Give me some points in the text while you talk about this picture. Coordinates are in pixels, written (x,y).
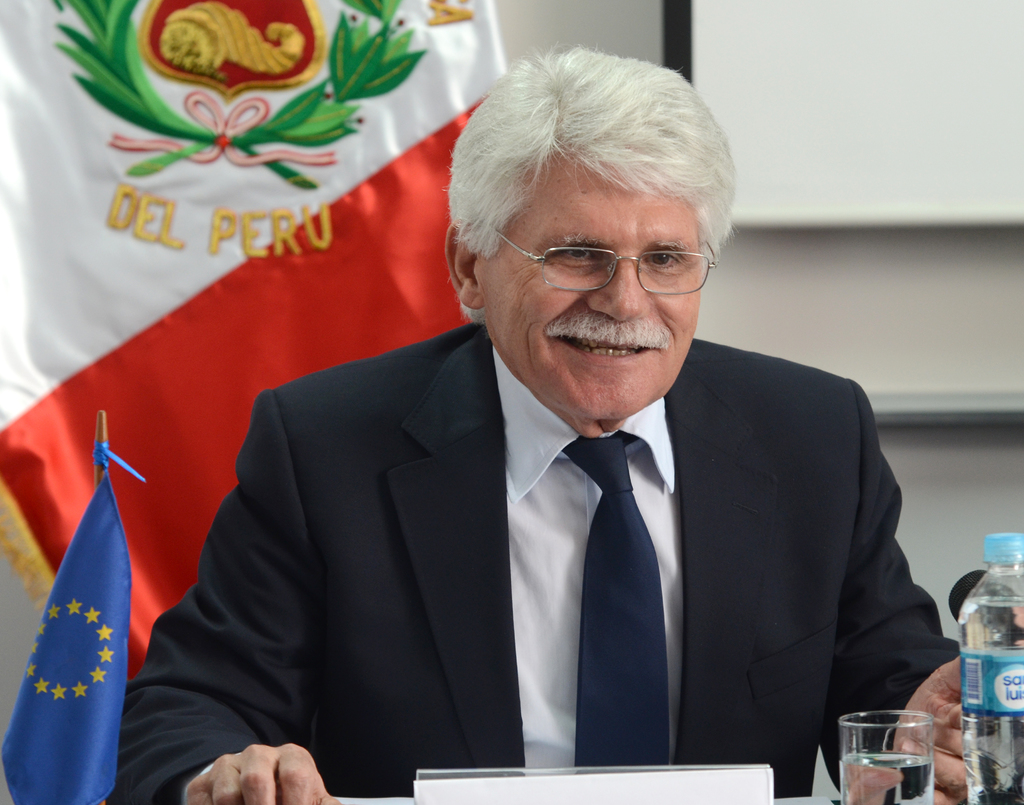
A room (294,455). There is a flag (259,215) on the top (237,224) which consists of del peru name. There is a person (613,472) sitting, he is wearing black blazer (714,514), and a tie (656,623), specs (606,282), he is also smiling. In Front of him there is a table (344,804). On the right side (977,666) bottom corner, there is a glass (885,762) and a water bottle (992,550), the glass (912,778) is filled with water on the left side (96,593) there is a small flag (93,665).
